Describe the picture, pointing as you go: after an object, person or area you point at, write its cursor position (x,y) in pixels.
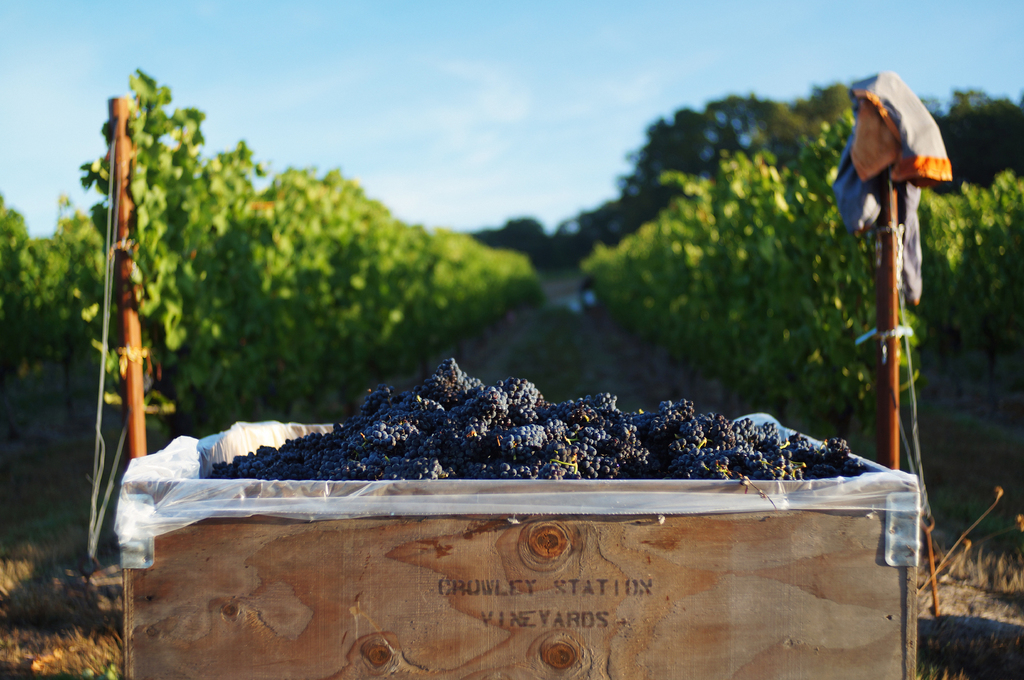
In this image we can see many grapes (778,452) in a wooden box (135,656) and some text (524,586) is written on it, behind it there are two rods (116,108) and in the background (812,343) there trees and plants (717,216).
